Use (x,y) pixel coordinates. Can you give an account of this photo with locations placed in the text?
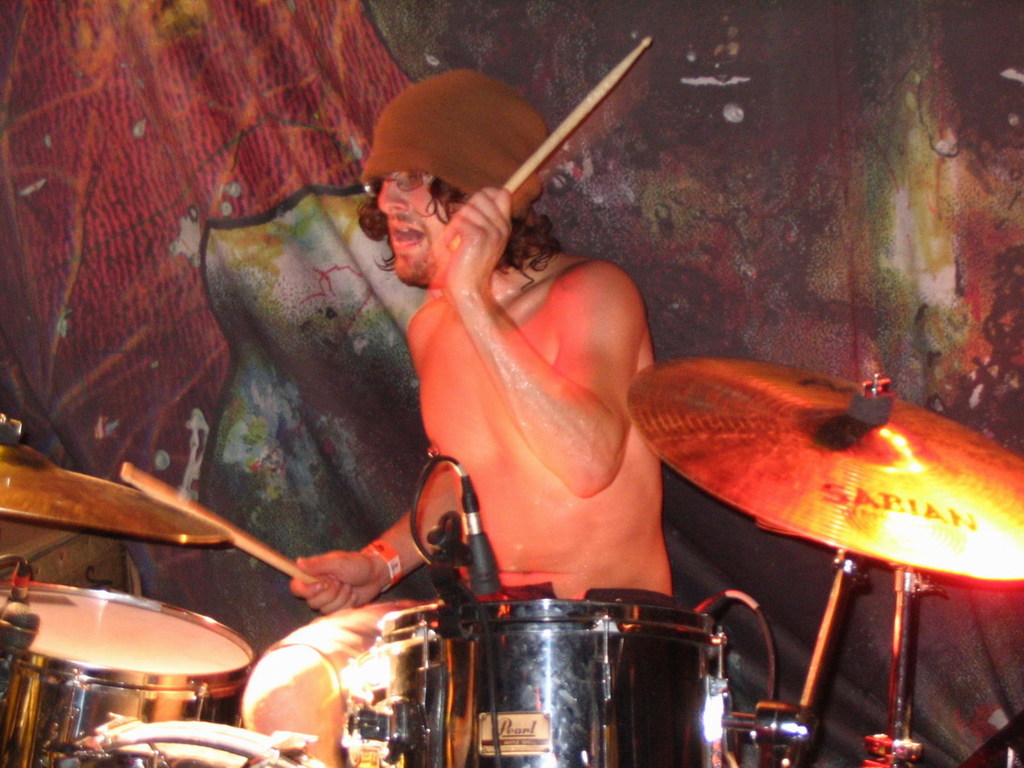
There is one man (472,450) sitting and playing drums (562,739), and there is a designed wall (286,145) in the background (683,248).
